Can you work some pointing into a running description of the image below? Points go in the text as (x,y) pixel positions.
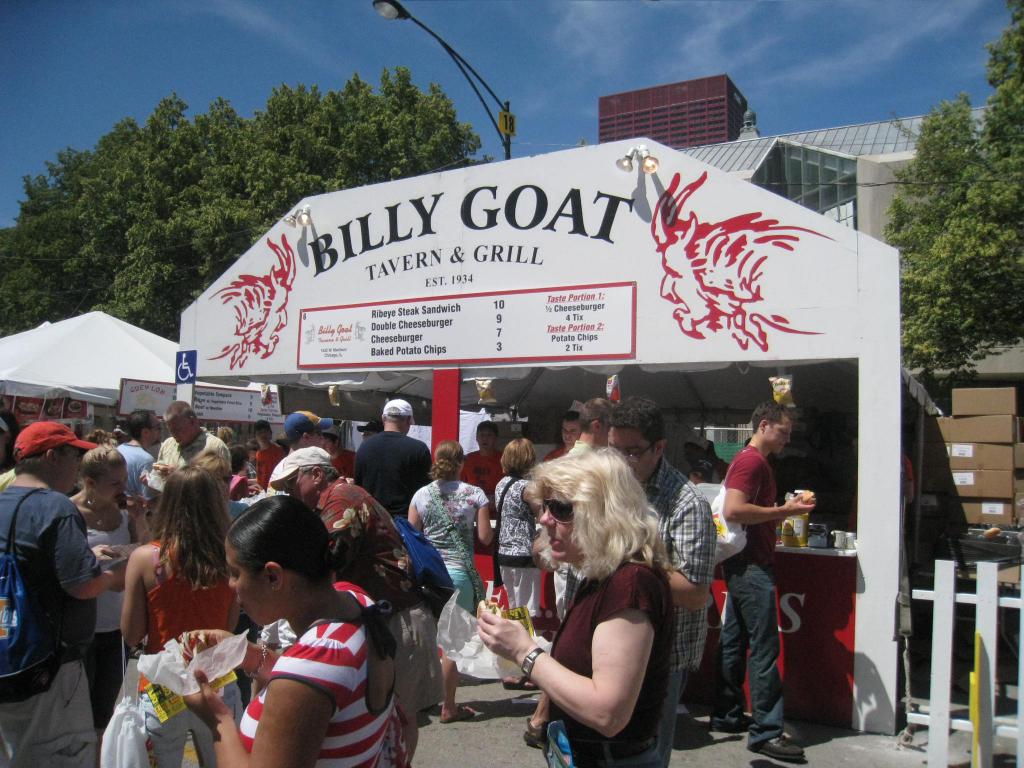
In this image we can see two buildings (739,142), two shops (321,350), one streetlight (506,105), four small light (632,156) attached to the wall (371,246), some text (317,339) written on the shop board (571,229), one board (450,314) and one number board (501,124) is attached to the streetlight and so many people (500,634) are standing on a road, some people (788,419) are wearing bags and some people (490,624) are eating. Some objects (970,540) are on the surface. Two poles (934,671) are there, four packets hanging on the shop wall (862,670) and some objects (784,535) are on the table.
